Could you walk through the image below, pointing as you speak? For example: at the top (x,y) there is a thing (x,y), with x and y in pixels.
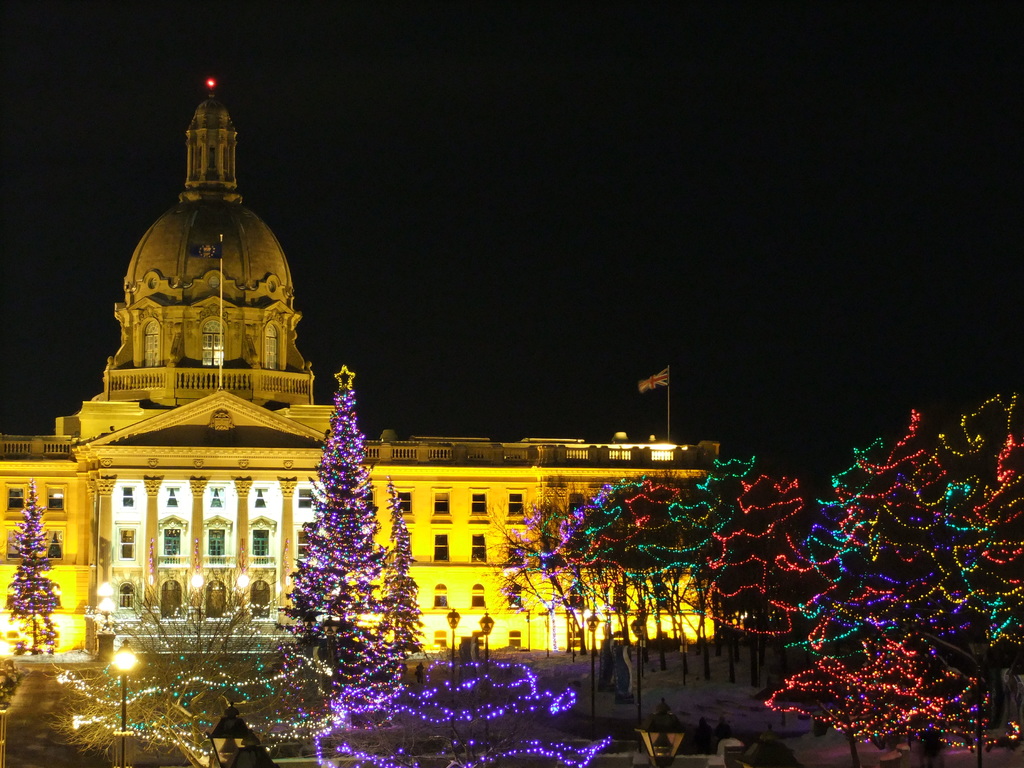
We can see trees (468,688) with colorful lights (753,496) and we can see building (690,580) and flag (667,384) with pole (666,421). In the background (677,369) it is dark.
